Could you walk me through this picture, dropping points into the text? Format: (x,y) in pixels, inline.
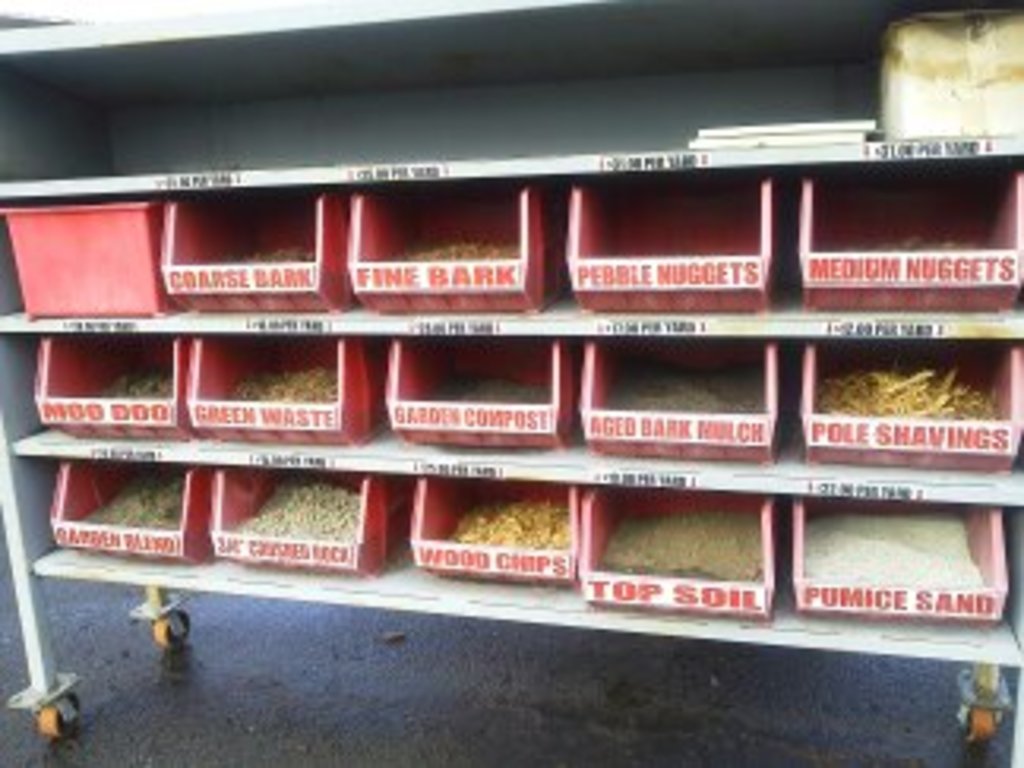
In this image, we can see boxes (359,302) containing landscaping materials (481,397) are placed in the racks (453,450) and at the bottom (423,685), there is road (457,692).
